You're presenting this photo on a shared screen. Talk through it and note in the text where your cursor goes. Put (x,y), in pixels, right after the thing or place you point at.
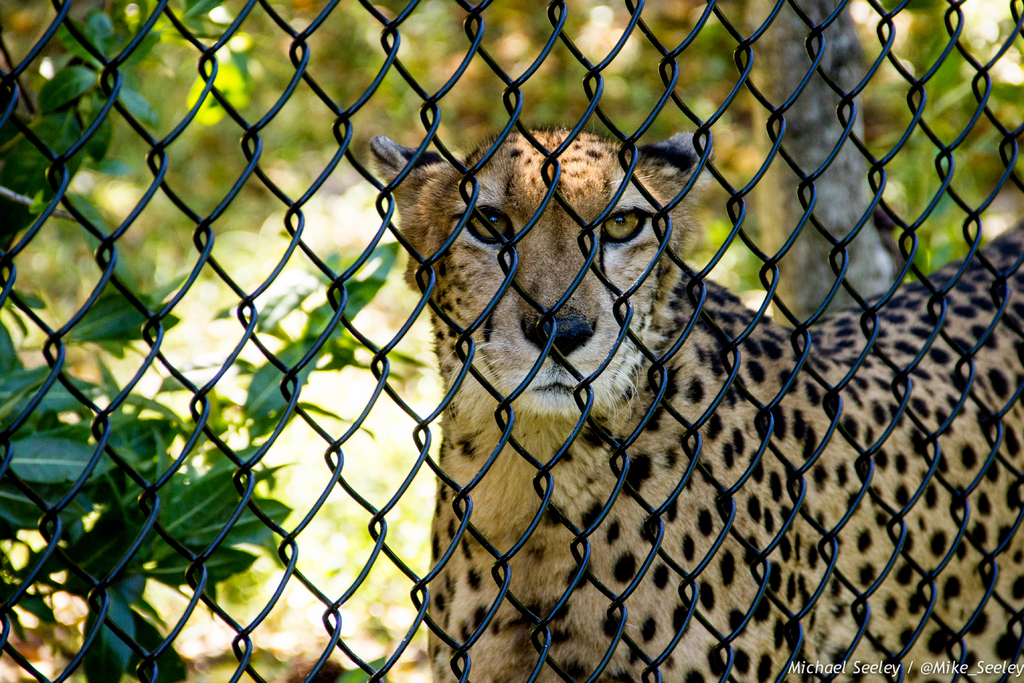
In this image, we can see a mesh (470,638). Through the mesh (819,528), we can see cheetah (916,372), plants (144,549). Background (998,12) there is a blur view. Here we can see tree trunk (848,175).
